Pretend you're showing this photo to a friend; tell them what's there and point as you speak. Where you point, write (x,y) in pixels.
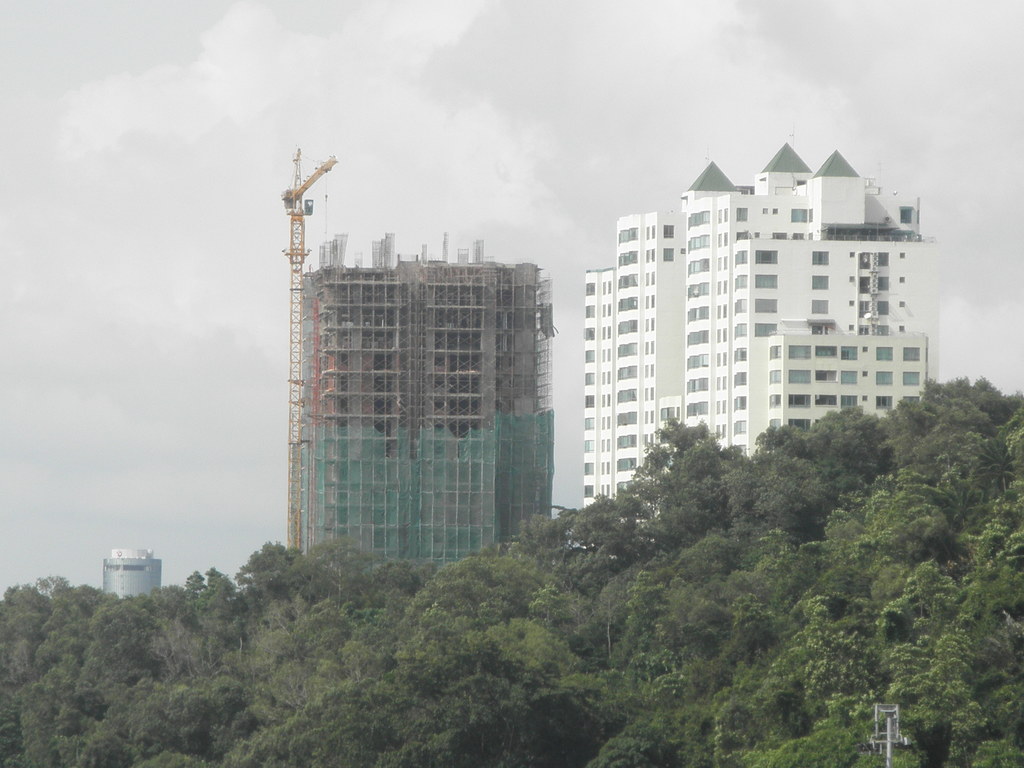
In this image we can see few buildings (509,410). There are many plants (570,615) in the image. There is a pole (905,741) at the bottom of the image (891,739). There is a cloudy sky (682,117) in the image.
